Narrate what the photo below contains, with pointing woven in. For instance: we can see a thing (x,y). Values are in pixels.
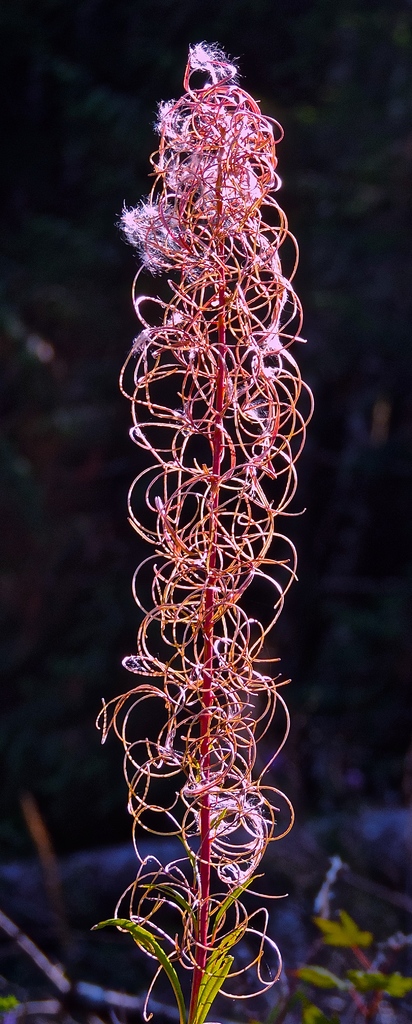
There is a plant (216,673) having pink color flowers (233,66). In the background (328,887), there is a plant (384,976). And the background (339,779) is dark in color.
